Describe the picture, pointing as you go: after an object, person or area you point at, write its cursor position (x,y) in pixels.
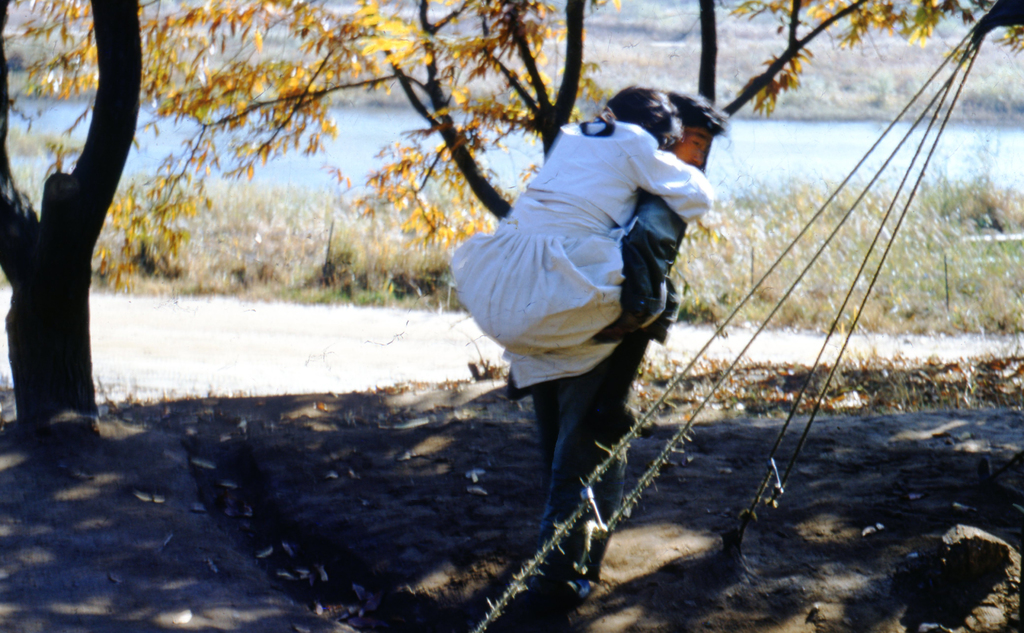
In the center of the image (488,236) there is a person (577,535) carrying another person (658,95) on his back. There are trees (338,17). There is grass (892,217).
